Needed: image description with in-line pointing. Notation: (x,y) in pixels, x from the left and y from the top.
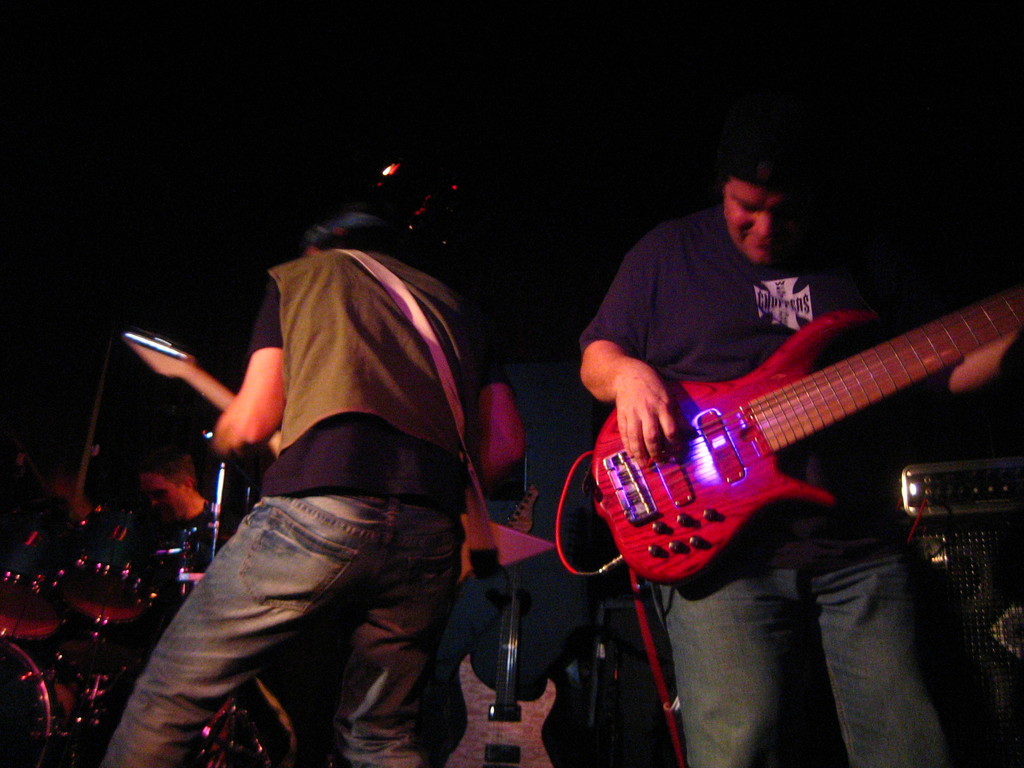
In this image there are two persons (733,303) who are standing and they are playing a guitar (722,507) and on the left side (130,537) there are drums (105,597) and one person (166,521) is there, and on the right side (941,577) there is one sound system (941,567).
